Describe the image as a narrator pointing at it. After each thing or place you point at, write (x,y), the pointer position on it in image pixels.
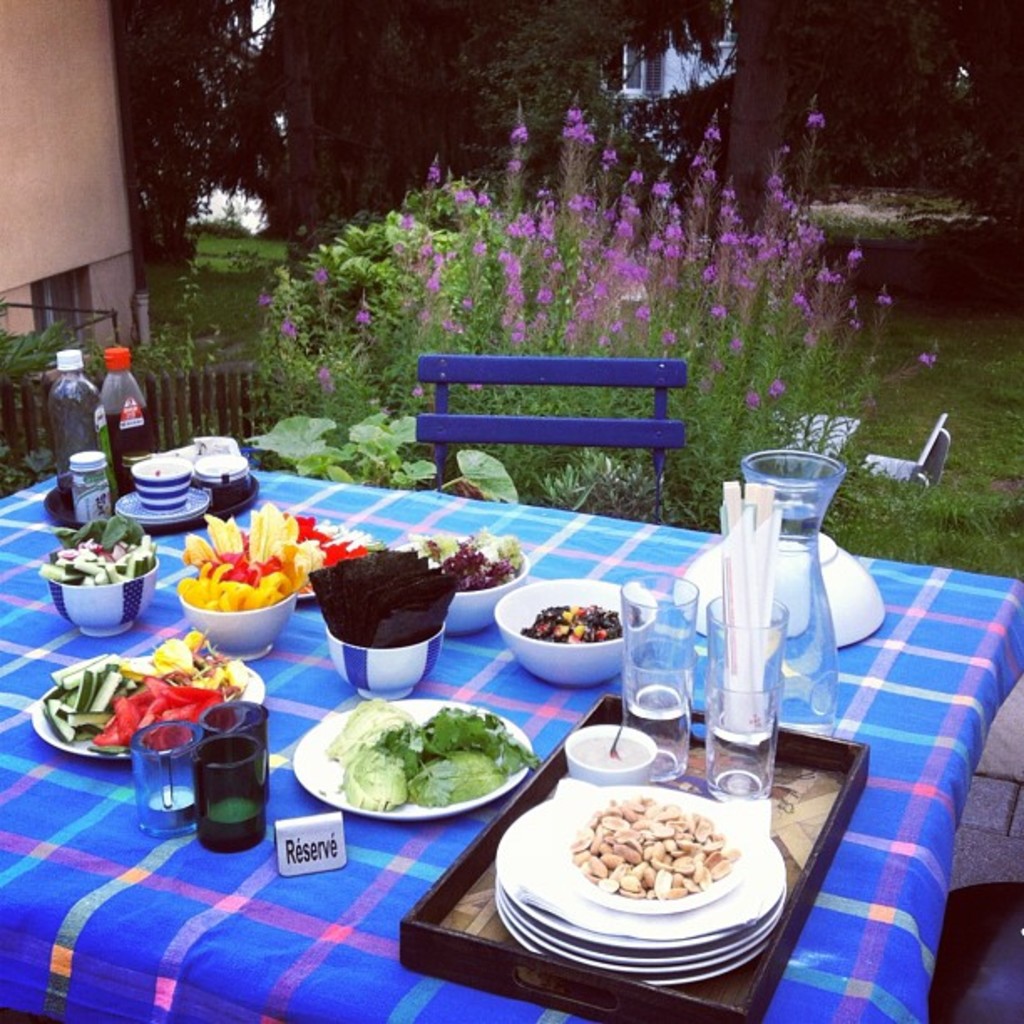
In this image I can see the blue color sheet (189,950) on the table (189,950). On the sheet (282,736) I can see the tray (488,975), plates (329,759), bottles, glasses (165,784), cups (240,812), bowls (206,628) and these are filled with food (436,719) and drink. And the food (244,670) is colorful. These plates (523,854) are in white color. To the side I can see the chairs (585,441). In the back (516,267) I can see the pink color flowers (610,275) to the plant (383,381). In the background (13,84) I can see the wall (43,149) of the building (121,246), trees (372,147) and the railing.
